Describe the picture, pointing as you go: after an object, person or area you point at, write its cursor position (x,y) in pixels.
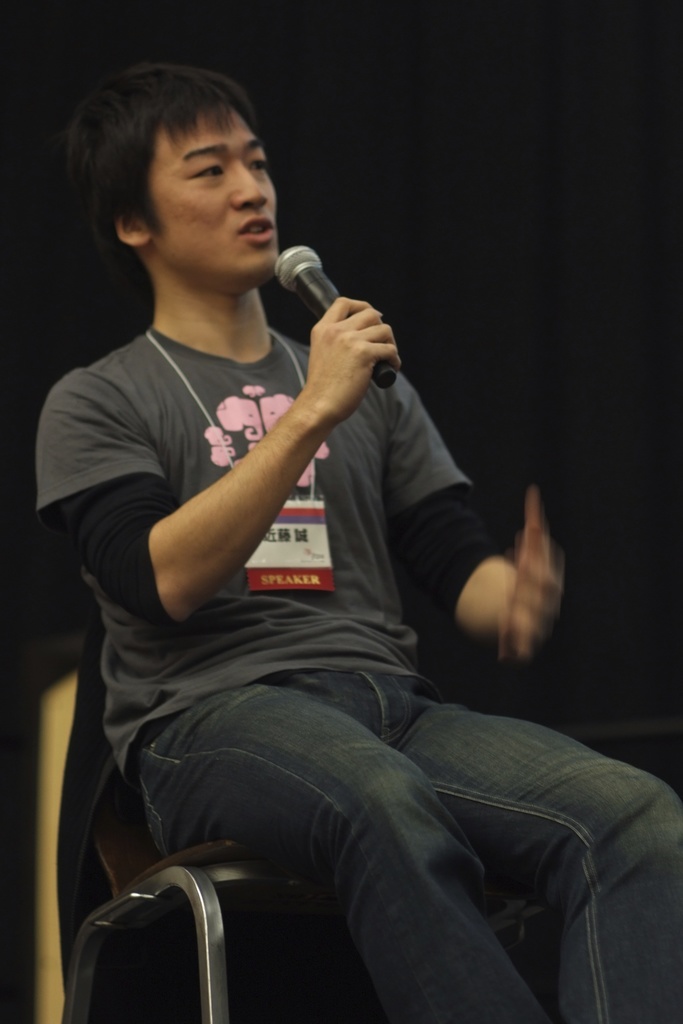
There is man (139,406) sitting on a chair (200,943), holding a microphone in his right hand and he is speaking.
